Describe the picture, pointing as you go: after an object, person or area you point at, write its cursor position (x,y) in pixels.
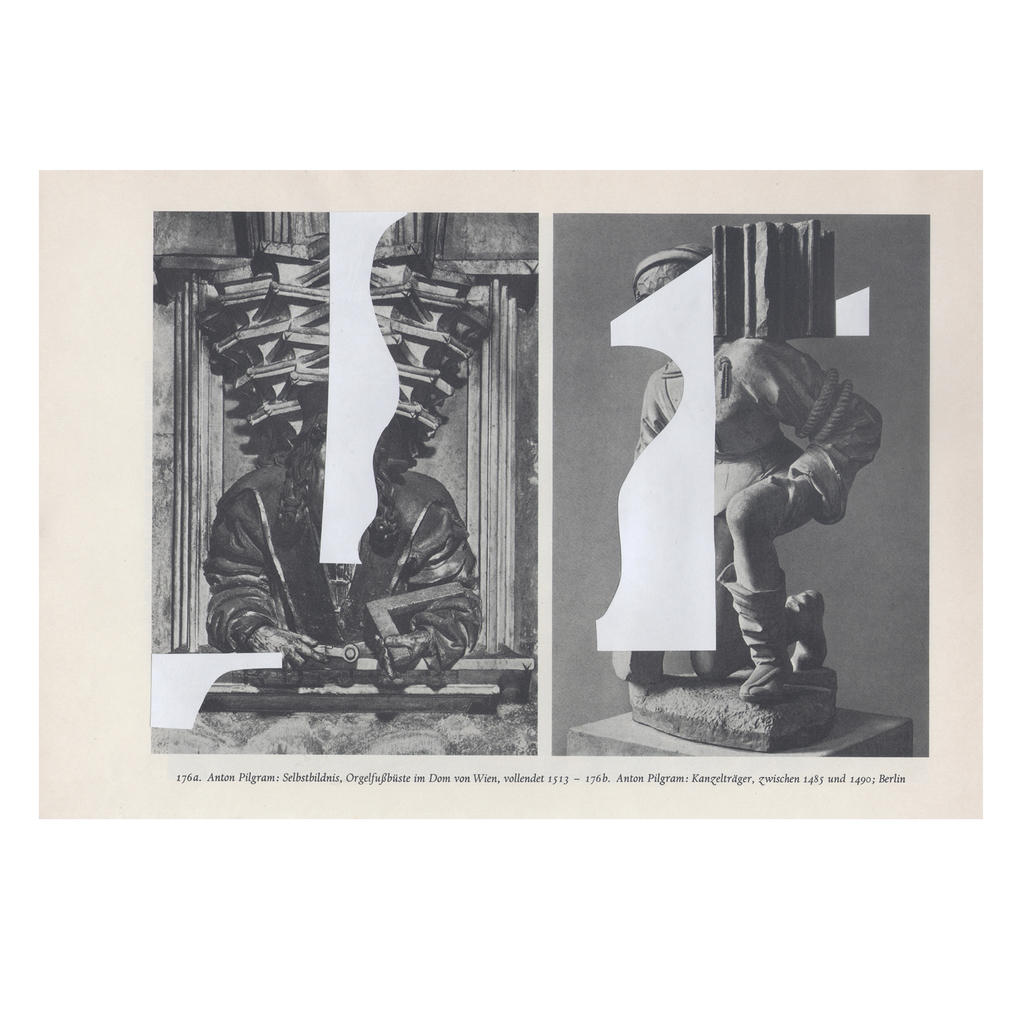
This is a poster and in this poster we can see a statue (811,621) of a person (645,271) and aside to this statue (317,426) we can see a statue (289,497).
